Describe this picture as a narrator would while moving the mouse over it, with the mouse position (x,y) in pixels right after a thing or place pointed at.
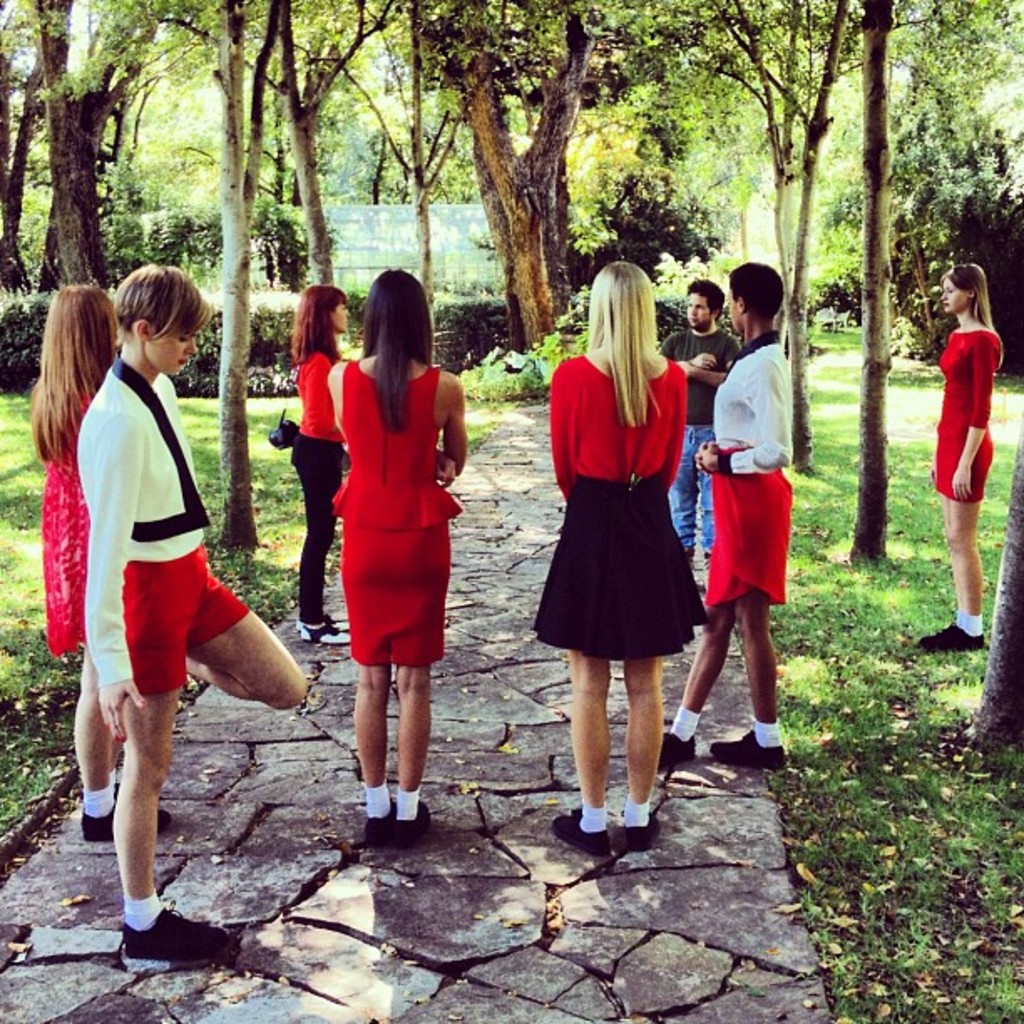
There are people (100,353) standing on the surface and this woman (315,309) wore bag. We can see grass (23,436), trees (1018,541) and plants (967,181).
